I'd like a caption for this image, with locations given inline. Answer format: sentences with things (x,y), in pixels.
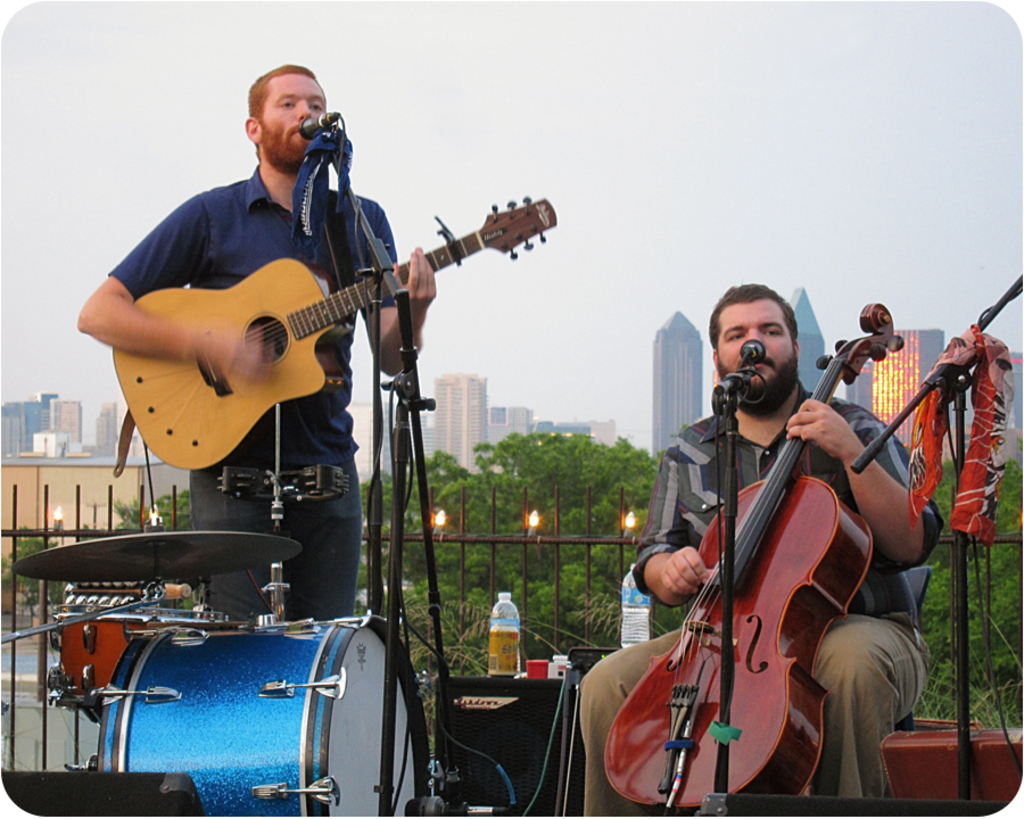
In this image i can see a person (137,333) standing and holding a guitar (486,242) in his hand (423,270) and to the right (890,441) there is another person (905,622) sitting and holding a cello (803,591) in his hand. There are microphones (746,354) in front of them. In the background (482,415) i can see buildings (471,435), trees (459,554), lights (535,532) and the sky (667,154).
